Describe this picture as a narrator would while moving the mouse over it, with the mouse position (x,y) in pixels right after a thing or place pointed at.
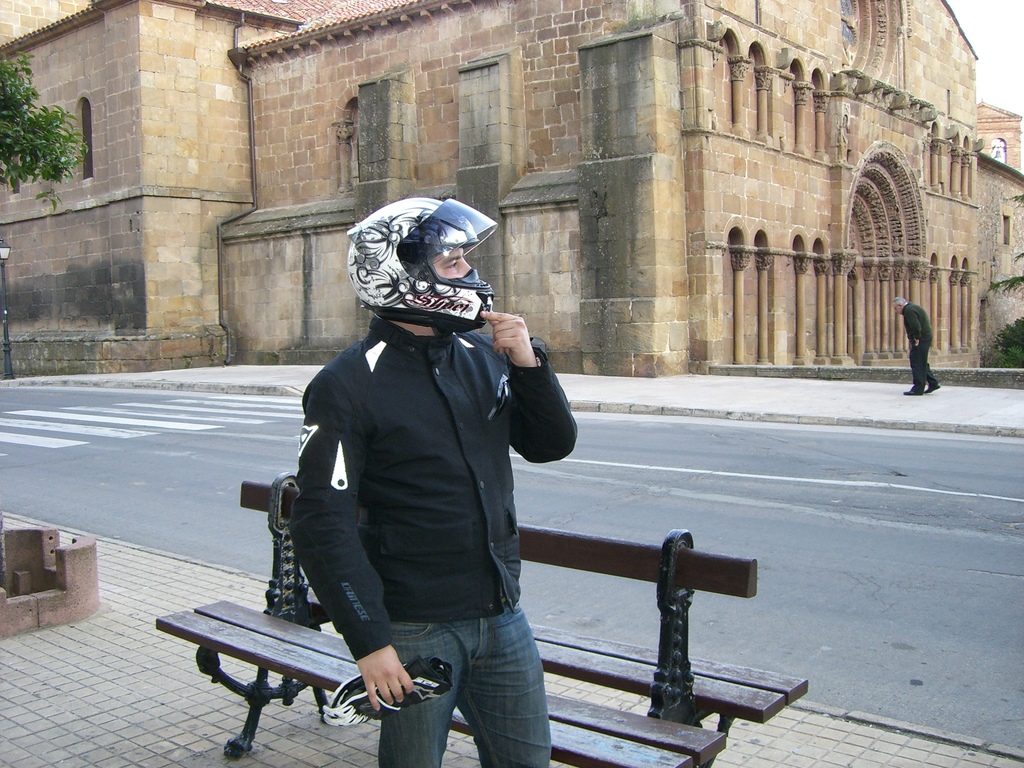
a person (451,491) is standing wearing a helmet (452,290). behind him there is a bench (672,683). at the back (610,582) there is a road (883,475) and a person (924,353) is walking on a walkway (612,386). behind that there is a building (567,169).
